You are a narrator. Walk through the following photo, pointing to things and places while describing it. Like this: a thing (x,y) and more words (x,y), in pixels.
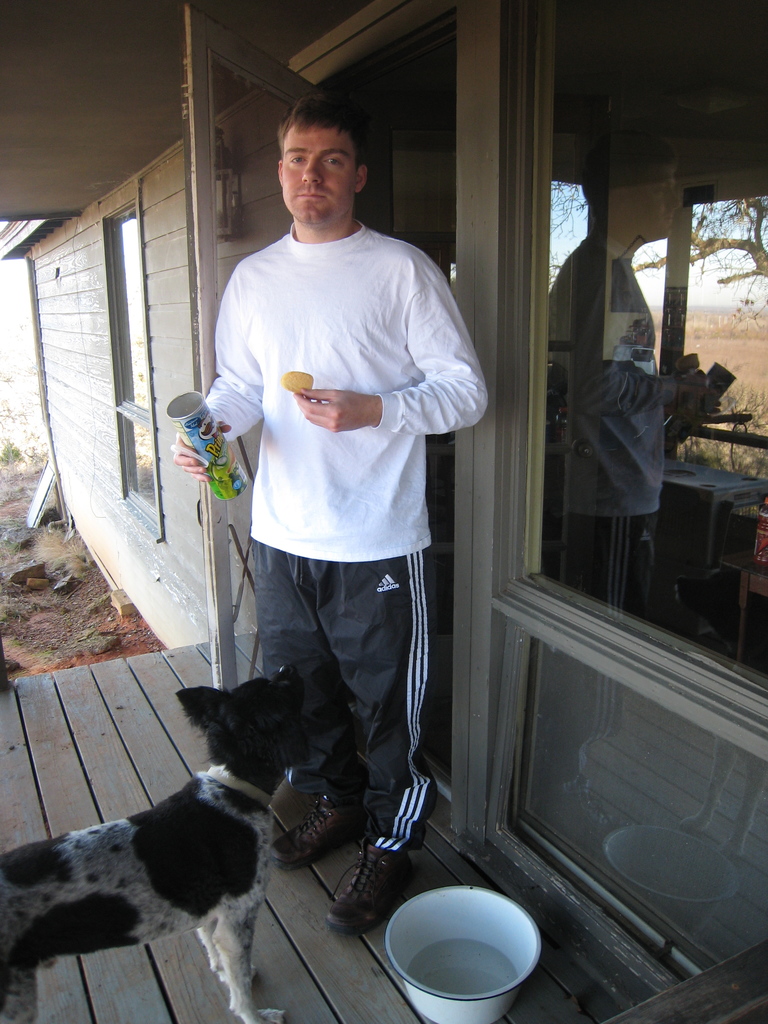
In this image we can see a person (263,472) standing and holding a food item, in front of him there is a dog (194,851), beside to him there is a bucket (502,917) with water (477,962) in it, we can also see some stones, a house (34,215), a door (199,110), and a window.
